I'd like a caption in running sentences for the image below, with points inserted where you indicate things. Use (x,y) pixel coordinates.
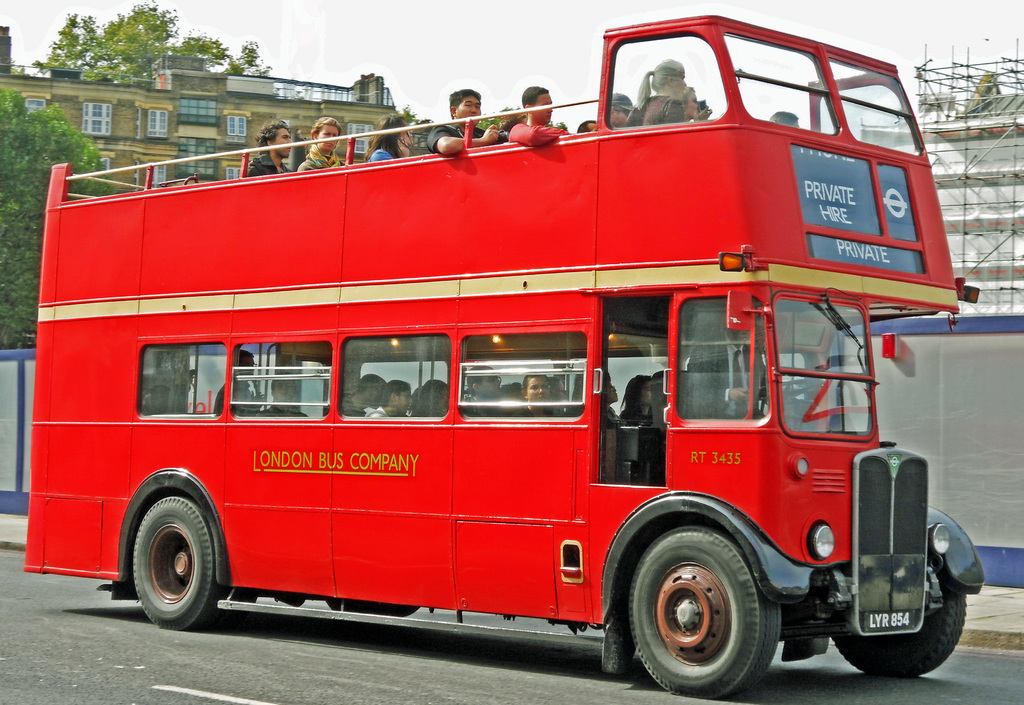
In this image, we can see people (525,137) in the bus (388,369) and in the background (253,111), there are buildings (242,91), trees (4,143), hoardings (920,343), sticks (967,169) and a fence (963,377). At the bottom (255,645), there is road (335,627) and at the top (373,51), there is sky (373,51).
